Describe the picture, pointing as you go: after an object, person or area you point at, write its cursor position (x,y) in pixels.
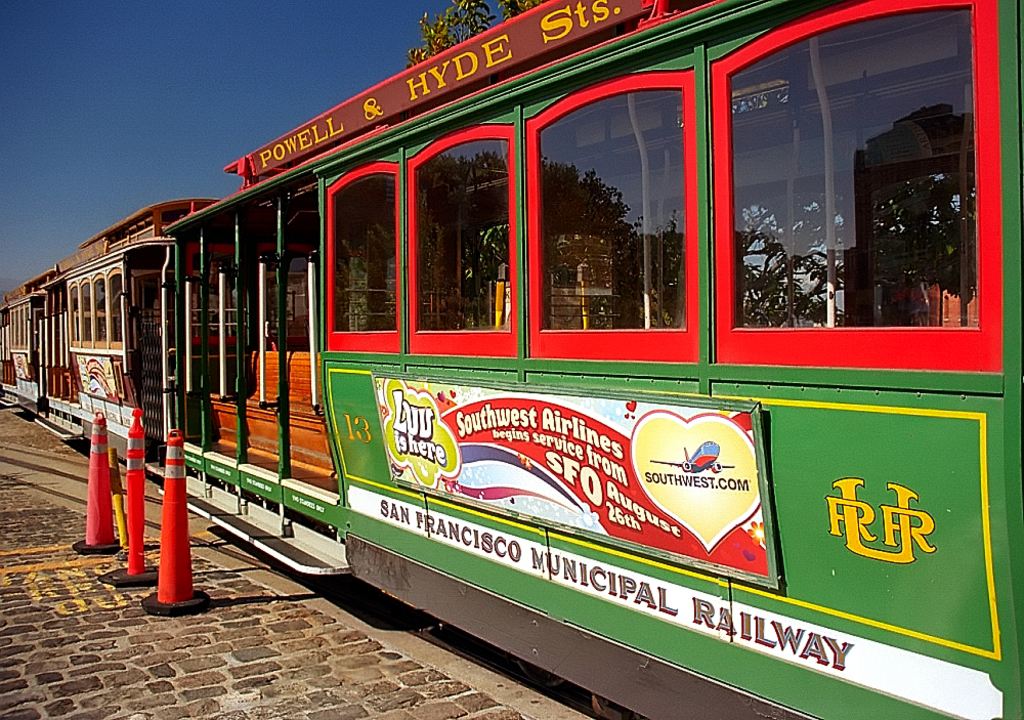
In the image we can see the train (476,353) and these are the windows (630,283) of the train (574,317). Here we can see the road cone (103,518), footpath (183,618), leaves (487,19) and the sky (160,73).
